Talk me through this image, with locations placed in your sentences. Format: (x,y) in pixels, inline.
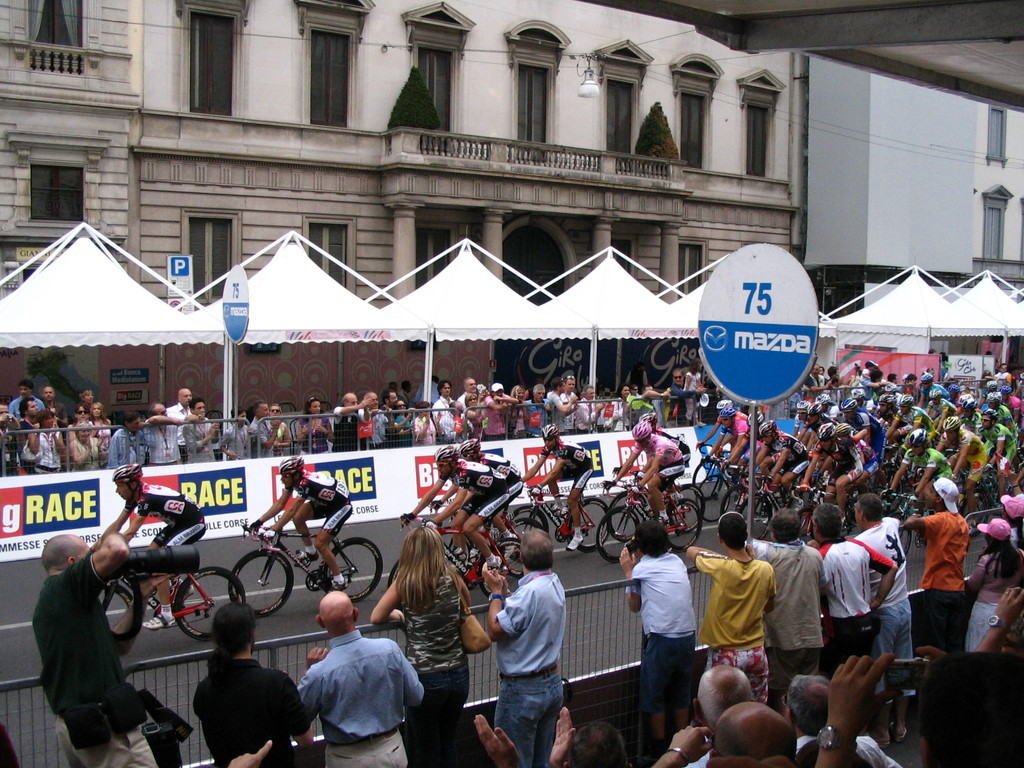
In this picture in the middle (550,511) on the road (217,546) there are many cycles (454,542). People (459,508) are riding cycle (525,514). It is looking like a cycle race is going on. On the both side of the road (264,623) there are barricades (273,644). Beside the barricade (201,659) many people (238,672) are standing and clicking picture. In the background (388,106) there is building (698,106).
